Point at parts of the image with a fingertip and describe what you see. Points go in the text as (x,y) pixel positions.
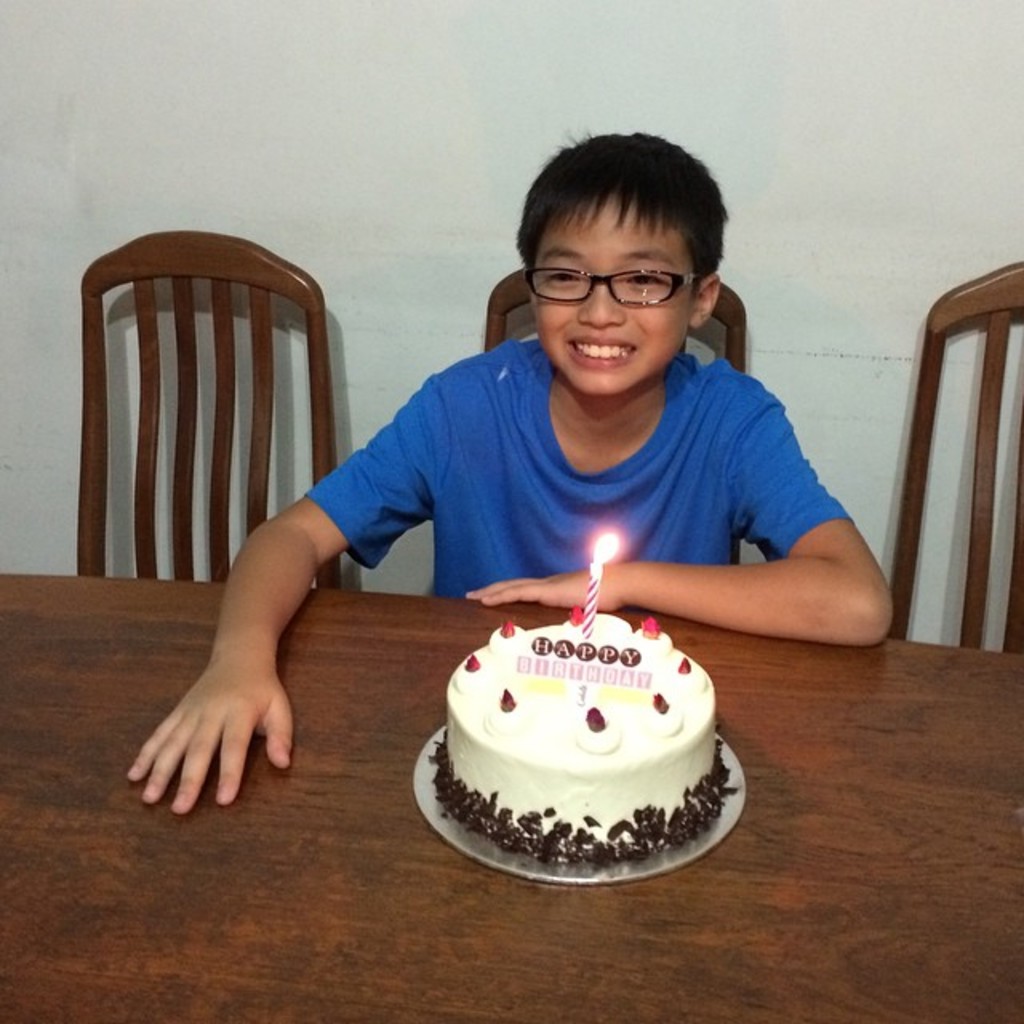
In this image we can see a boy (571,492) sitting on a chair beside a table (490,975) containing a cake (512,842) with a candle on it. On the backside (206,124) we can see some empty chairs (237,263) and a wall (328,218).
